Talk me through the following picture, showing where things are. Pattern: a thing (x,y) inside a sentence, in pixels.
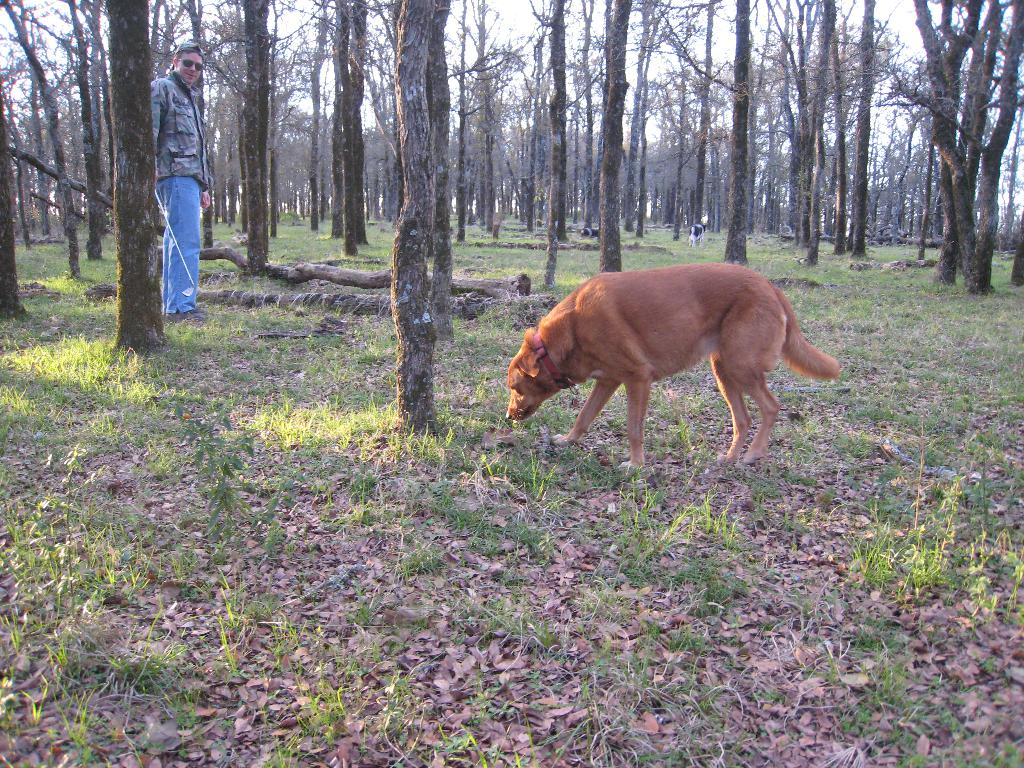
On the right side (690,280) there is a dog (645,371) in brown color, these are the trees (506,190). On the left side (187,210) a man (180,295) is standing, he wore coat (190,172), trouser (183,190).
